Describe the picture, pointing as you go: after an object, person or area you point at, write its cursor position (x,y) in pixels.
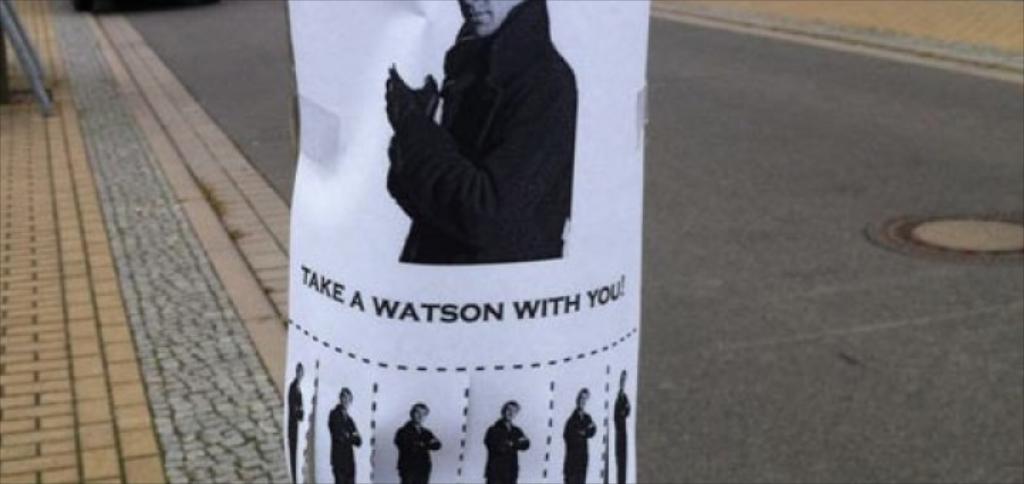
Here we can see a poster (475,187). On this poster (548,183) we can see people (424,452). Background (884,344) we can see the road (252,120).
